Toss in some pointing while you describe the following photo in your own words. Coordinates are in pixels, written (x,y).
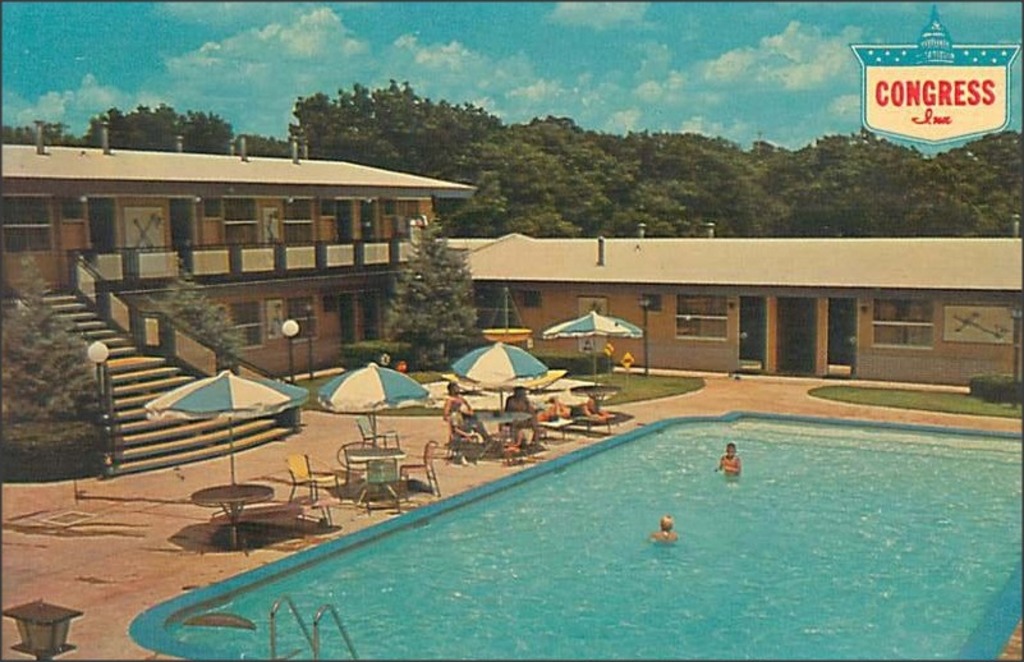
In this picture we can see building (576,307), staircases (126,420), trees (457,348), few people (520,398) are under umbrellas (233,446), two person (731,456) in a swimming pool (757,587).
